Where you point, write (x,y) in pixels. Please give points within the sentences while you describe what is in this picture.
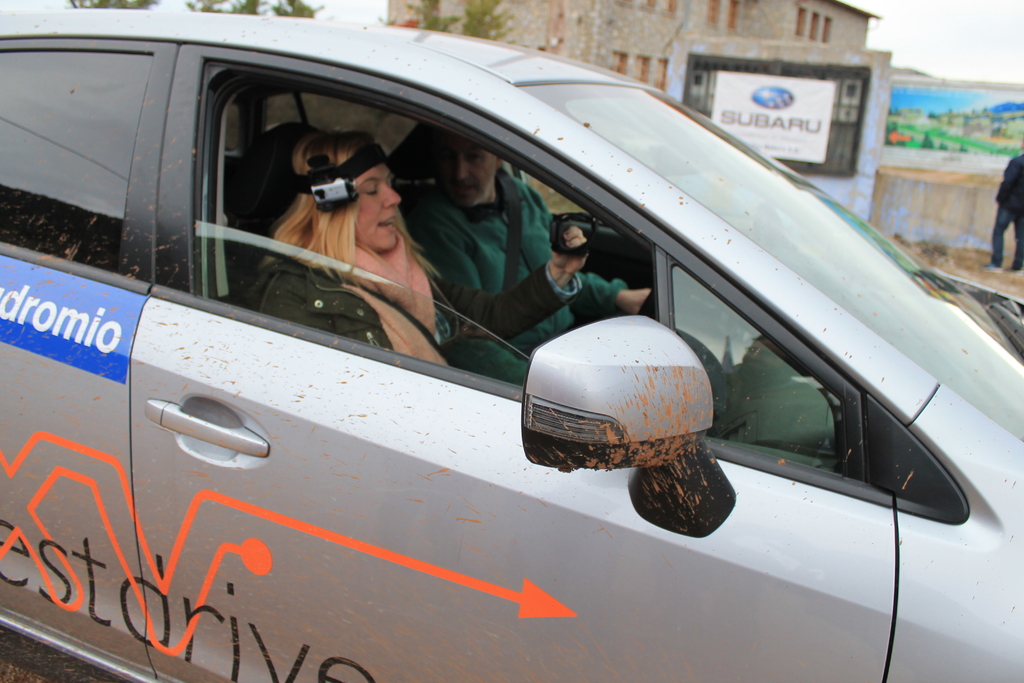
In the center (505,300) we can see two persons (378,223) were sitting in the vehicle (576,94). Coming to the background (644,33) we can see the building (693,24) and one person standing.
